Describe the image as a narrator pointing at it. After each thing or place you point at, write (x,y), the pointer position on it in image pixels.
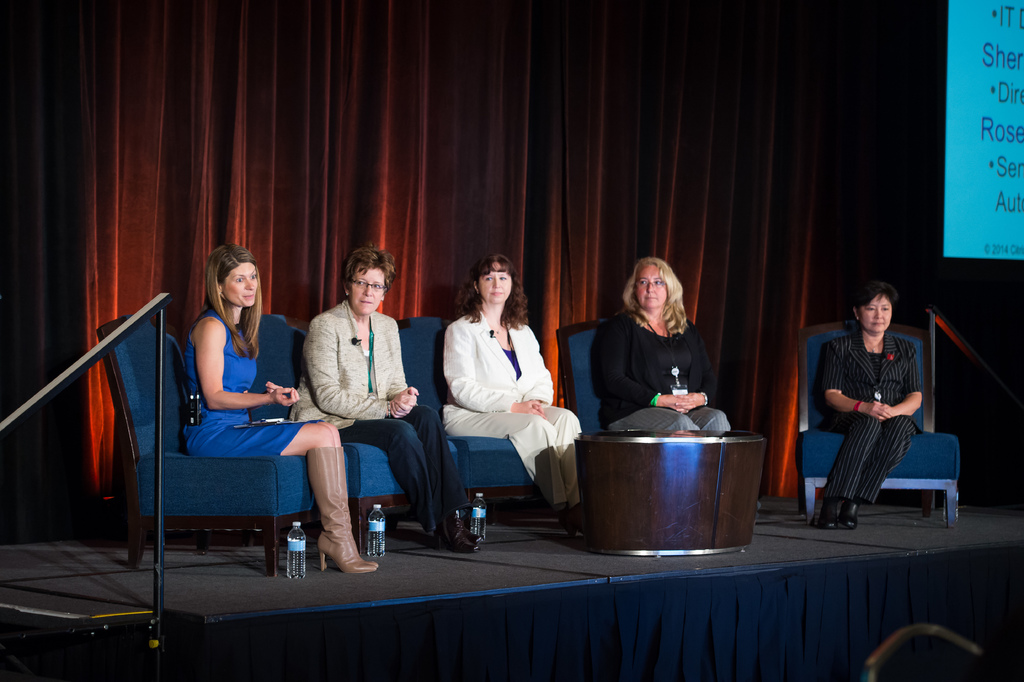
In this image we can see five persons (565,452) sitting on chairs (149,406). In front of the persons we can see a table (744,499). There are three bottles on the surface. Behind the persons (454,527) we can see a red cloth (749,331). On the right side (945,159), we can see a screen (991,246) with text (992,129).
